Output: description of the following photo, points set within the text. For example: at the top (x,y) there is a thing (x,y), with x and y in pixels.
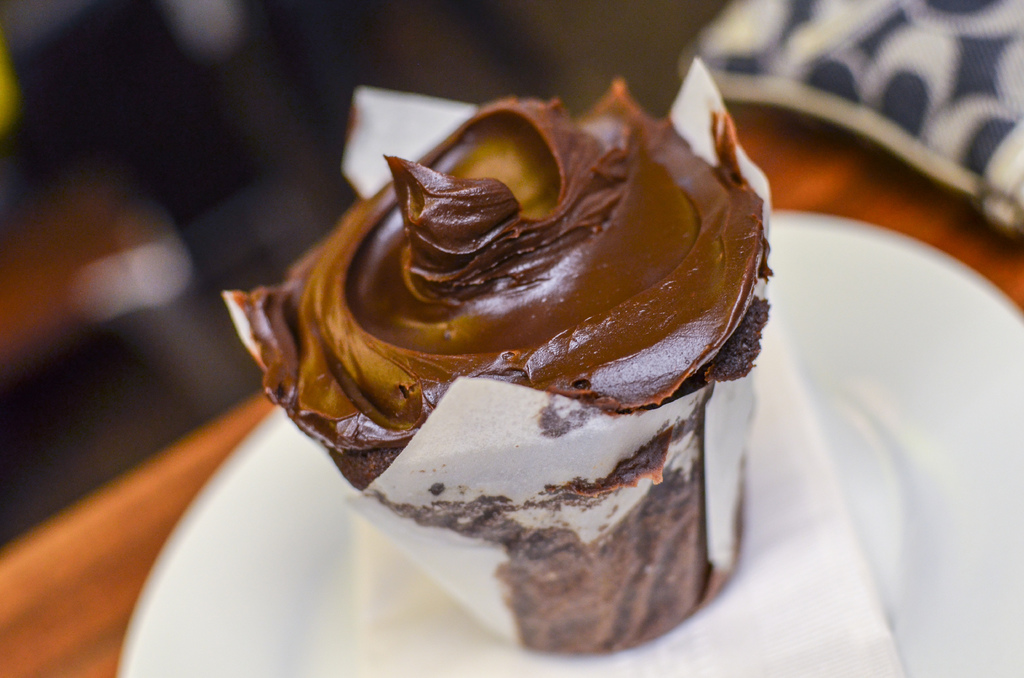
In this image, I can see a cupcake (660,447) and a tissue paper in the plate (953,532). There is a blurred background (79,370).
